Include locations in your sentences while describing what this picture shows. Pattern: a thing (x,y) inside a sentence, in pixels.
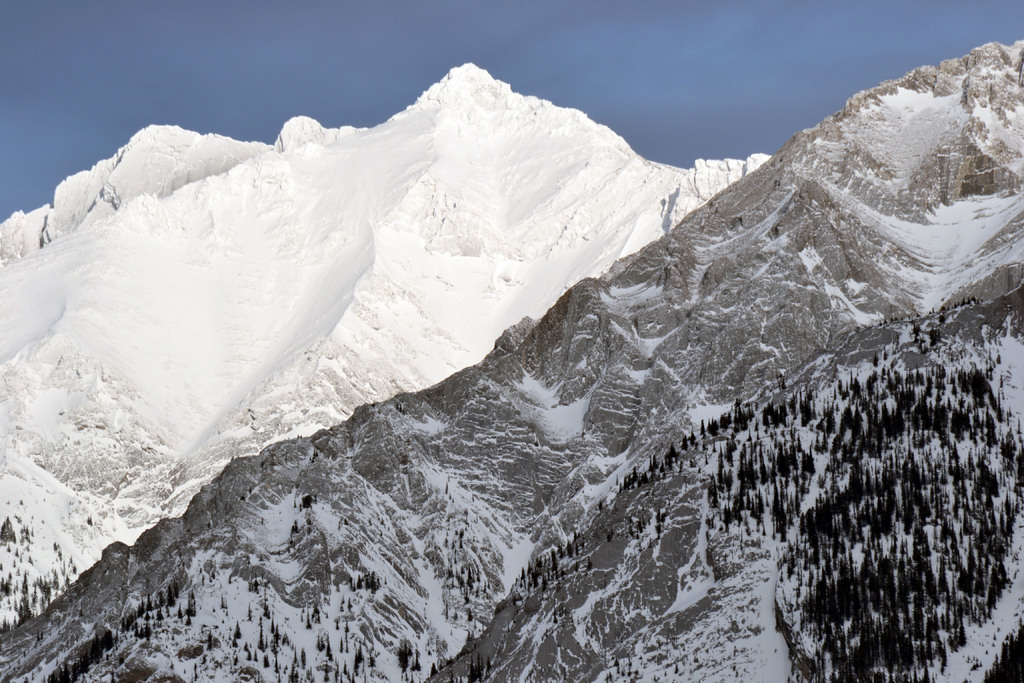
In this image we can see mountains (411,279) with trees (866,594) and snow (443,307). In the background (525,93) there is sky (630,102).
